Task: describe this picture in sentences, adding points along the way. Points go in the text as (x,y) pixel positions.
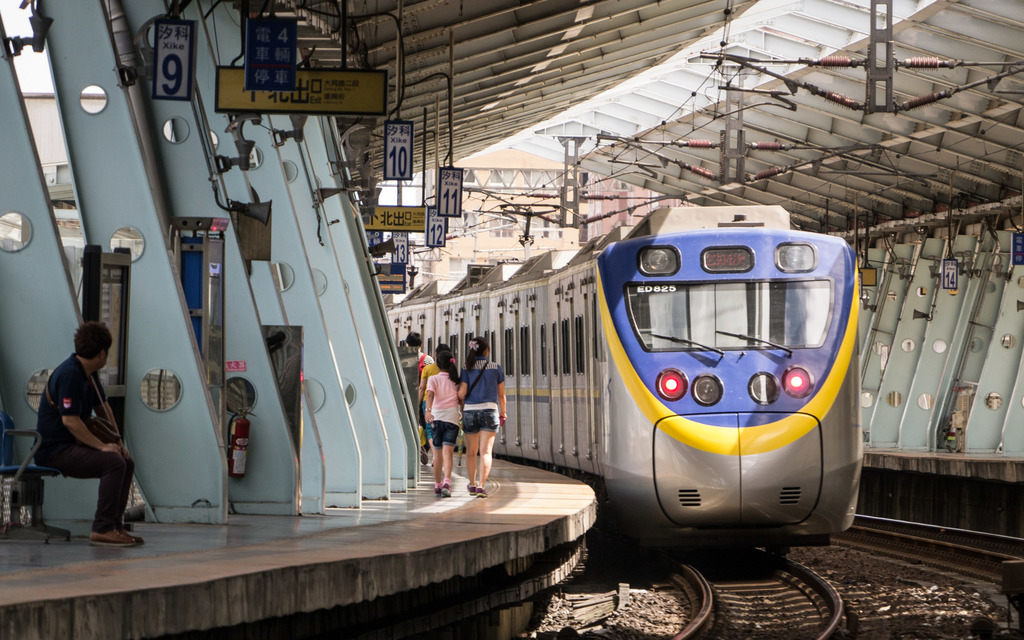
In this picture I can see a train (659,362) on the track (803,570), side few people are walking, one person (72,457) is sitting on the bench (8,453).
